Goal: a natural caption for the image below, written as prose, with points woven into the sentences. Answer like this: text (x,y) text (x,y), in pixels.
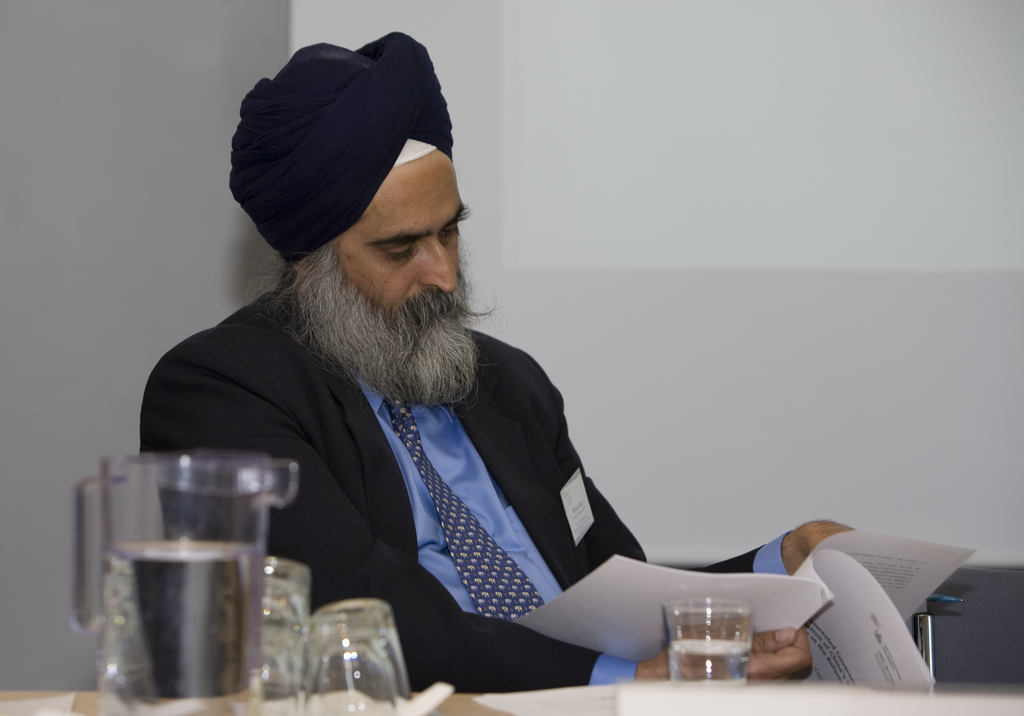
In this image, we can see a person (404,470) wearing clothes (405,524) and holding a book (794,590) with his hand (787,659). There are glasses (733,626) at the bottom of the image (333,684). There is a jug (214,621) in the bottom left of the image (177,623).
